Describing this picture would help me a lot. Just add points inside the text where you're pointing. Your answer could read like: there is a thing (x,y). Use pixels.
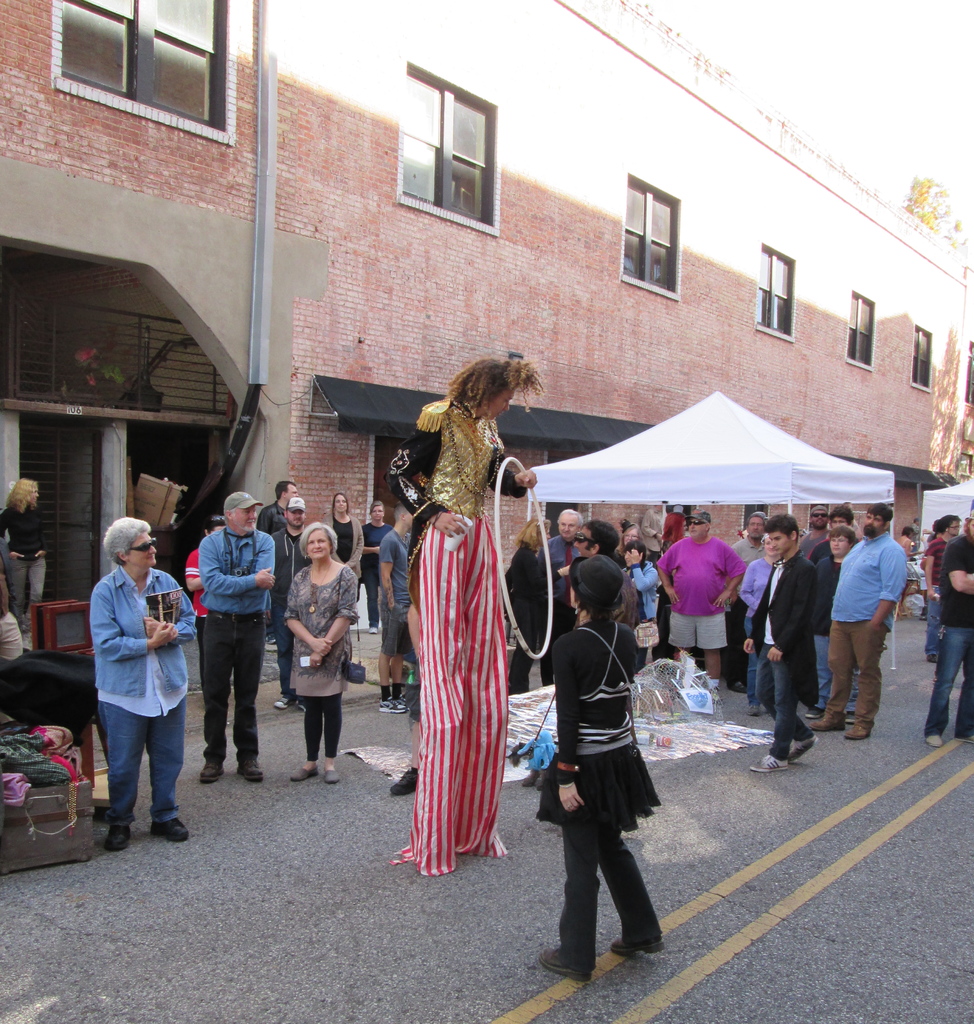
There are groups of people (382,528) standing. This person (439,740) is holding a hula hoop (533,493) and wore a fancy dress (465,513). This looks like a canopy tent (747,487). I think this a building (734,219) with the windows (480,169). I can see few objects (365,759) placed on the road (733,815).
